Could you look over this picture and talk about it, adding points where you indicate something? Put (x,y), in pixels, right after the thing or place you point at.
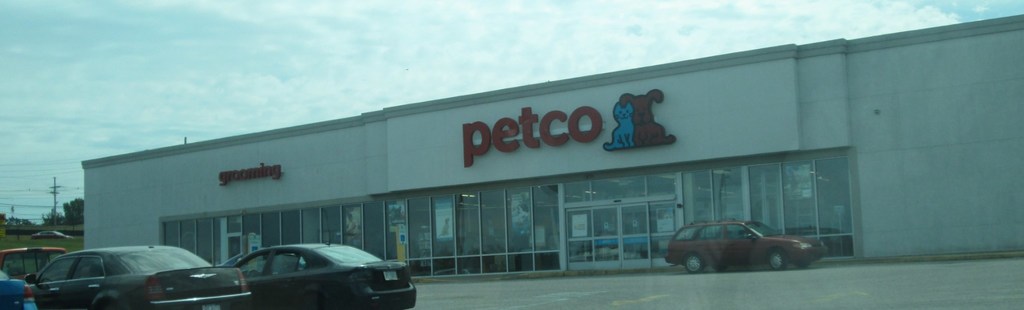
In this image I can see few vehicles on the road (649,279). Back Side I can see a building (612,160), poles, wires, trees (68,213) and glass windows (523,218). The sky (58,204) is in white and blue color.
